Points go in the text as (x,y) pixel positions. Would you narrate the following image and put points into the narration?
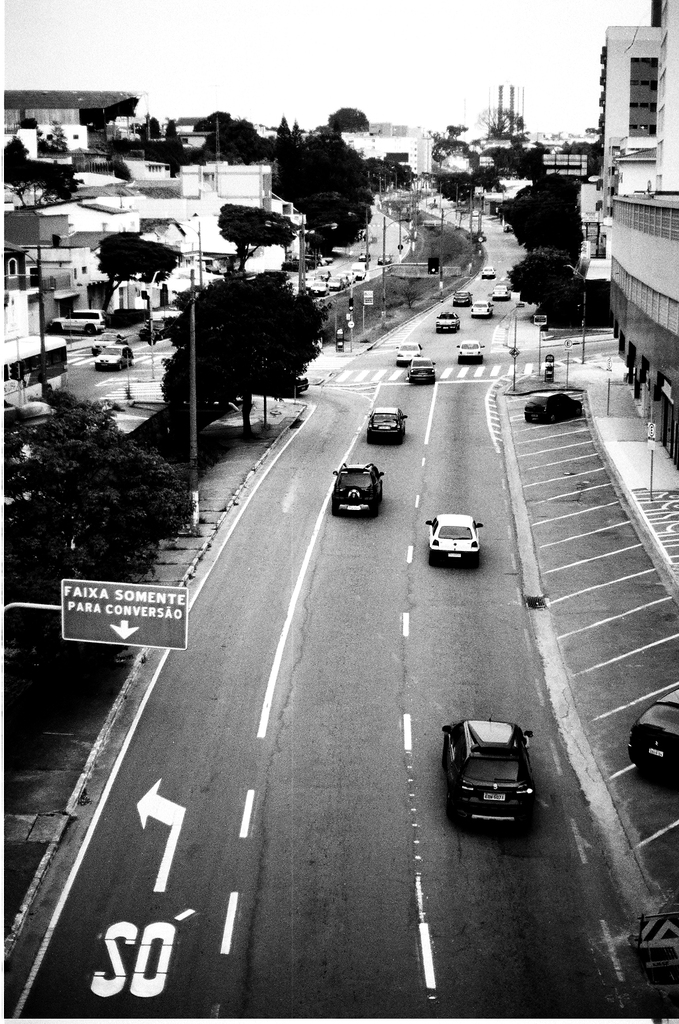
In the image I can see vehicles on the road (420,496). In the background (253,242) I can see trees (245,256), buildings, boards (119,630) which has something written on them, poles (192,433) and the sky (487,5). This picture is black and white in color.
